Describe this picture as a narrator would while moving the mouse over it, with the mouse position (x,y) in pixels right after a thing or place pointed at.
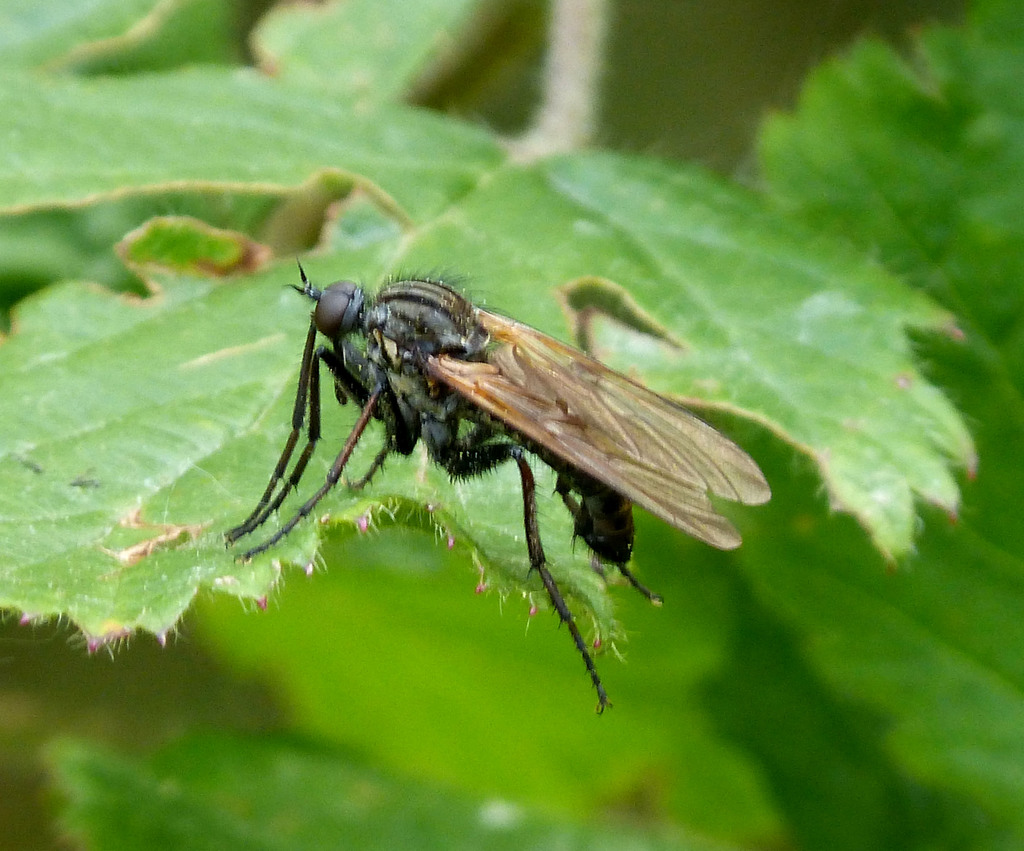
In this image we can see a plant (424,457). An insect (608,423) is sitting on the leaf (424,457).
